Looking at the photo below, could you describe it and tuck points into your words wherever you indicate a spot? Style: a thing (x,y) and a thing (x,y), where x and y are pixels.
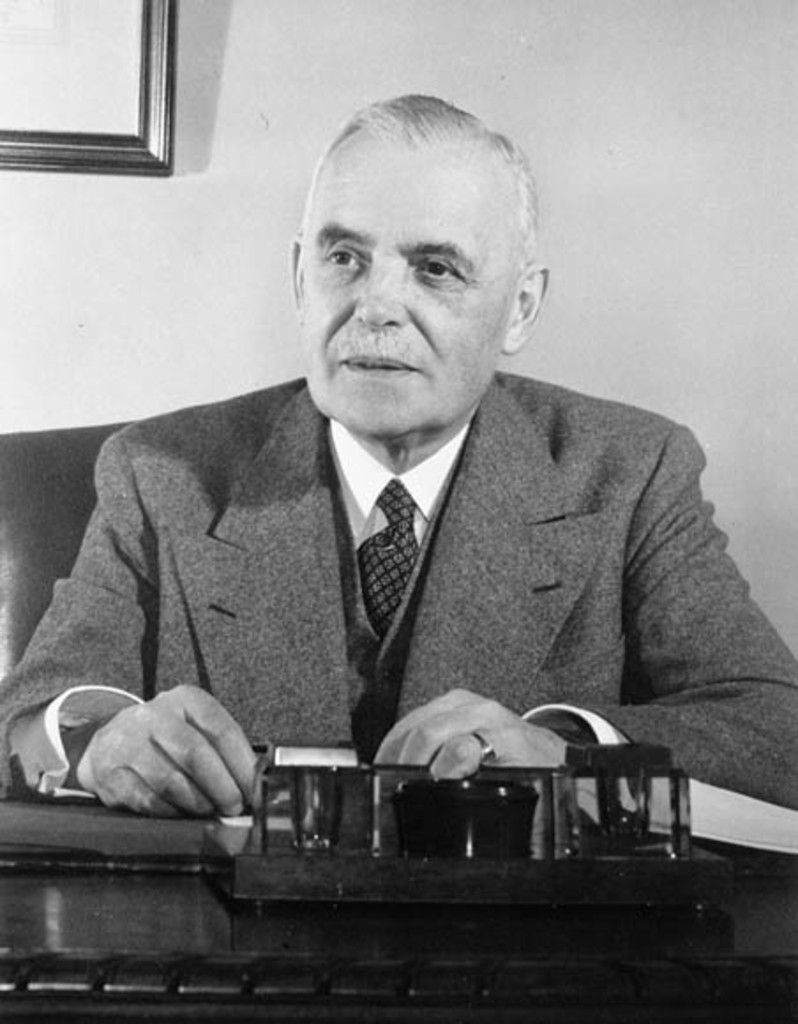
In this picture there is a man (388,358) who is wearing suit (589,600). He is sitting on the chair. On the table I can see some wooden object (407,788). In the top left corner (18,159) there is a frame (60,111) which is placed on the wall (256,104).
